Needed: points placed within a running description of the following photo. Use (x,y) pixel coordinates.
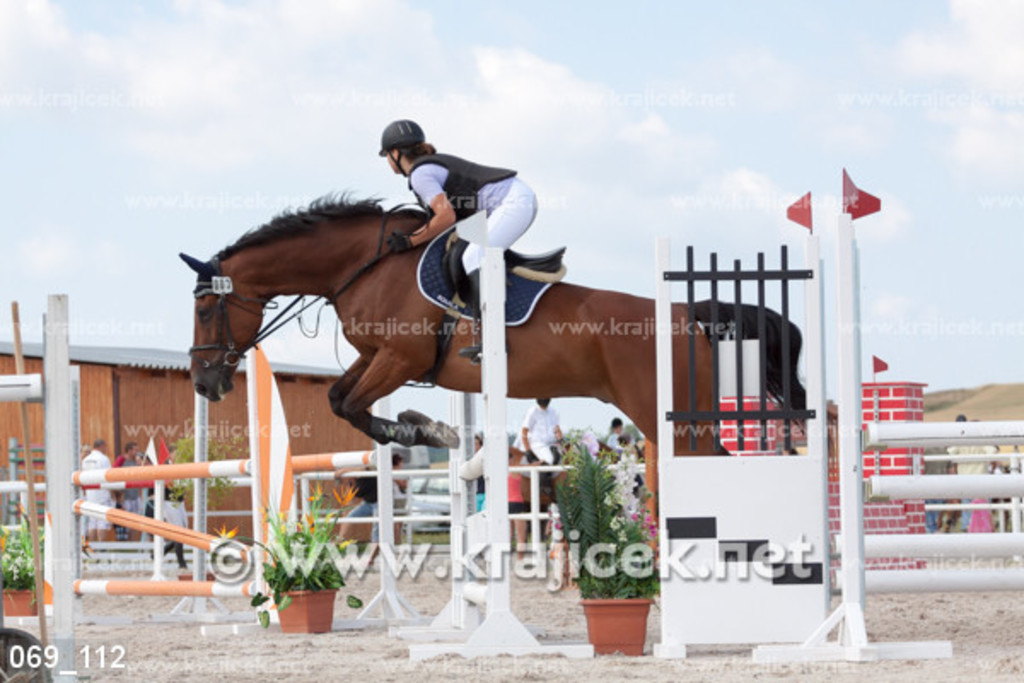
In this image we can see a person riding a horse (381,323), there are some potted plants (320,531), poles (242,592), people (525,524), flags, vehicle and a shed (131,418), in the background (621,260) we can see the sky (448,102).
